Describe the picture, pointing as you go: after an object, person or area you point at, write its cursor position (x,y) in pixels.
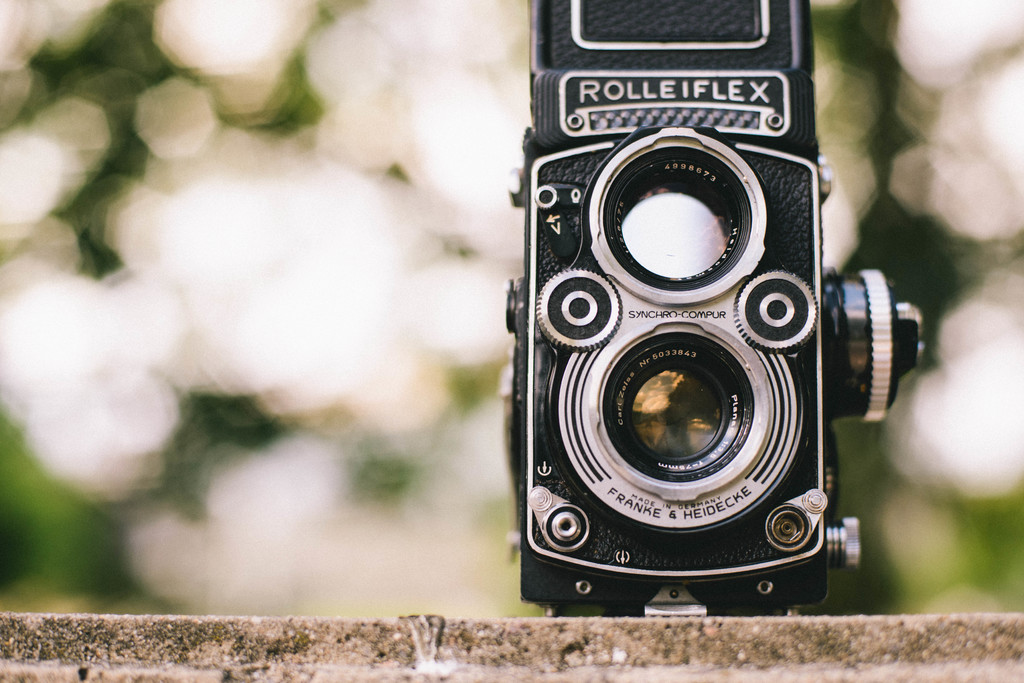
In this image we can see a camera (757,554) with some text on it which is placed on a wall (658,635).
